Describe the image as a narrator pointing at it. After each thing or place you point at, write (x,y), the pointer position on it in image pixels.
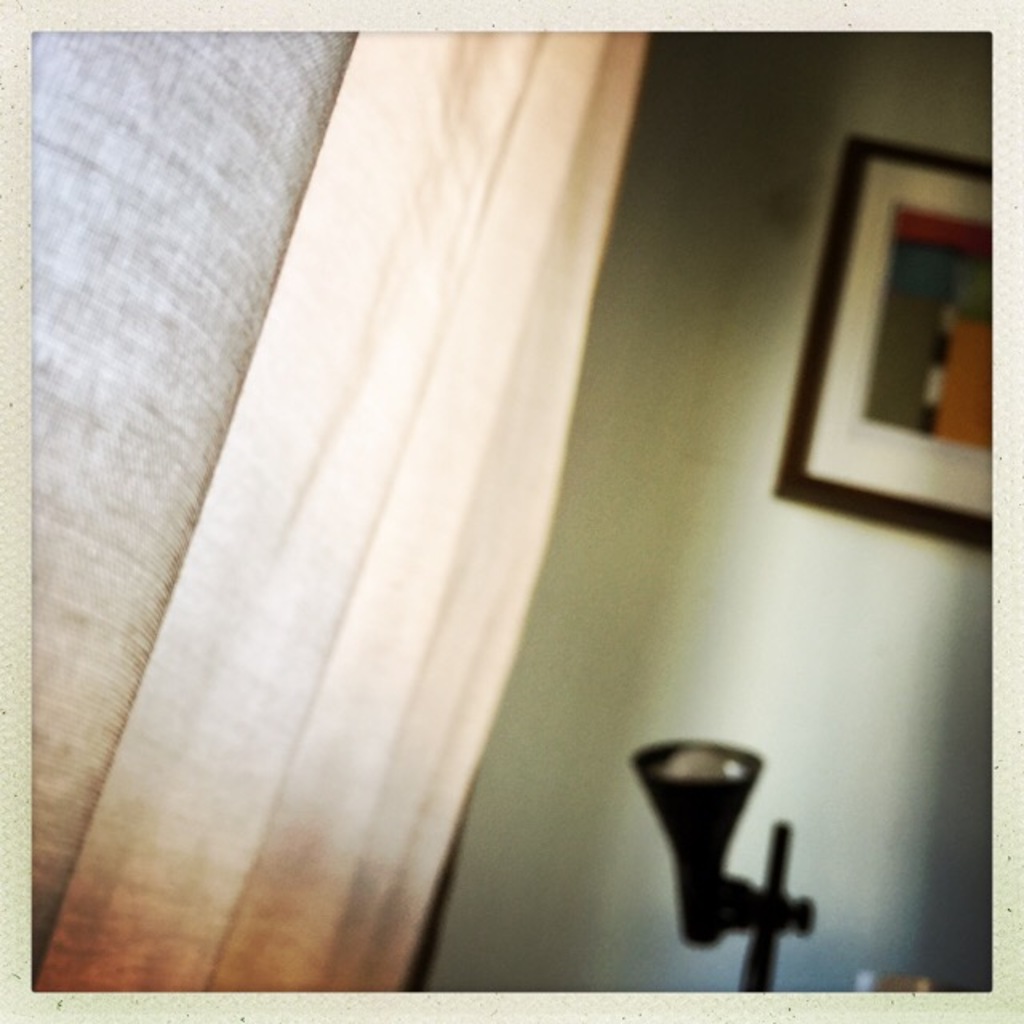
In this image, we can see a curtain (289,595). On the right side of the image (900,409), there is a photo frame (891,425) on the wall (669,448). At the bottom of the image (765,893), there is an object (782,898). We can see white color borders (1012,984) in the image.
